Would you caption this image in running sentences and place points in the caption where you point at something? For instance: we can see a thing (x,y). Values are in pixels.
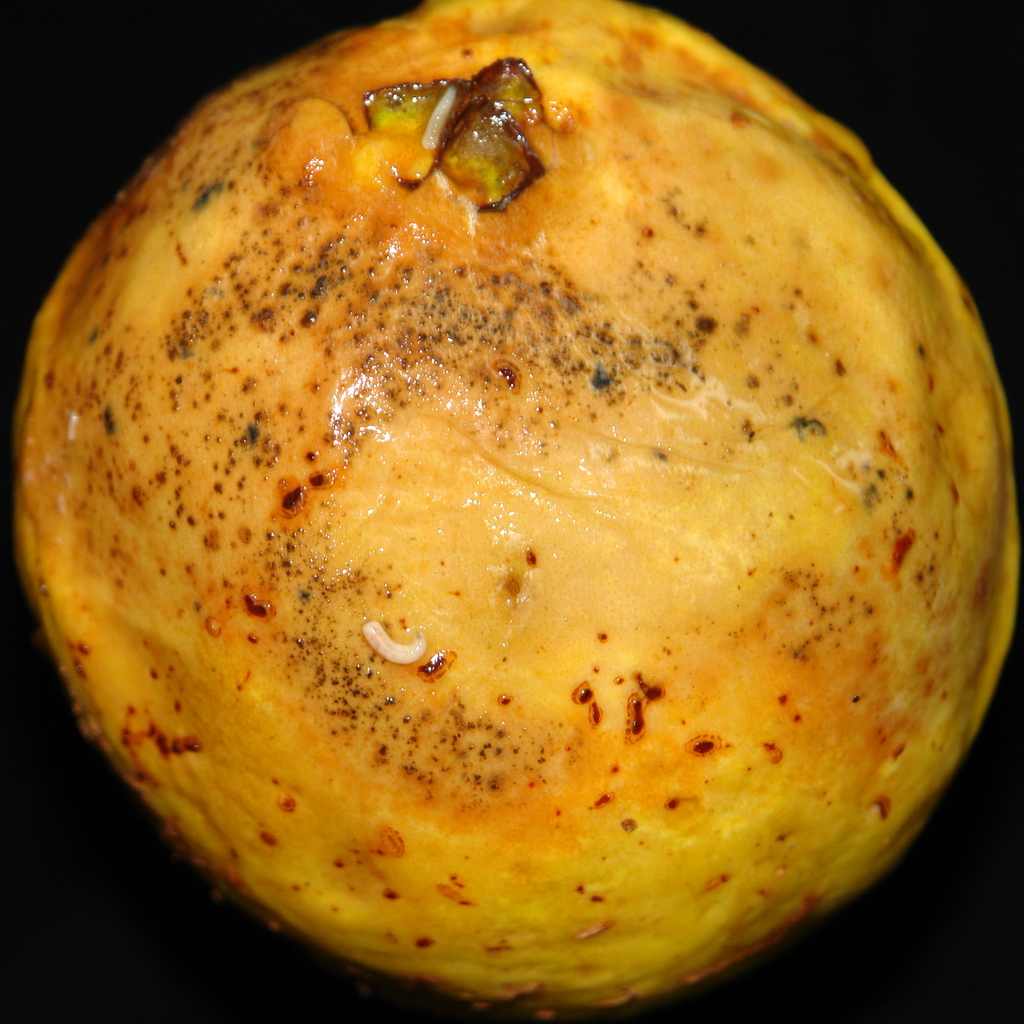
In the center of the image (412,450), we can see a food item (366,659).
